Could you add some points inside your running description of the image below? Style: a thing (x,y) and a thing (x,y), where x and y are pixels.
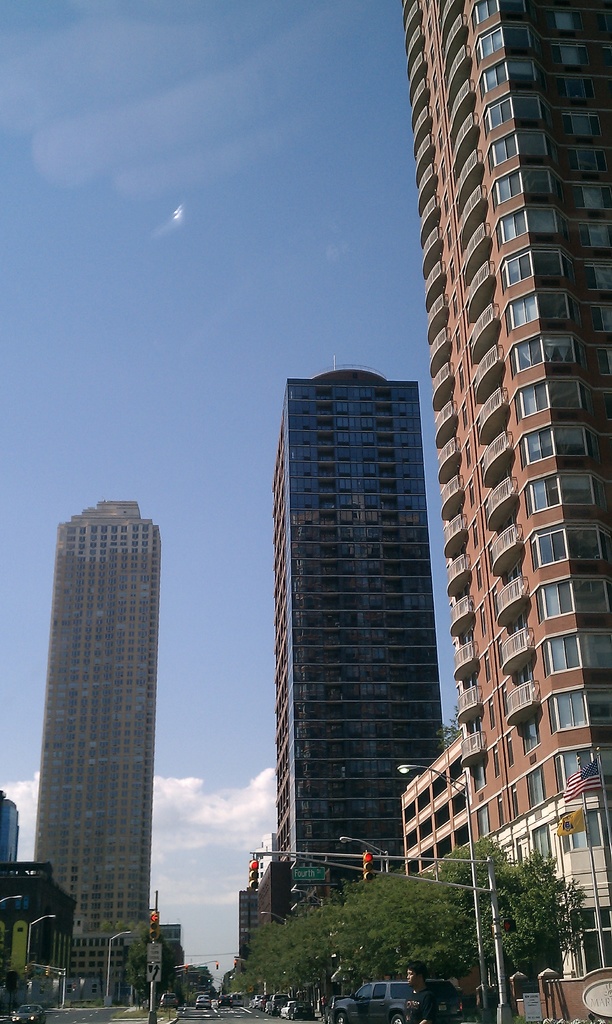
In the image there are buildings (94,619) on either side with road (257,1023) in the middle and vehicles (394,985) on it, there are traffic lights (156,914) on either side of the road (257,1014) with trees (449,933) behind it and above its sky (209,354) with clouds (215,801).
